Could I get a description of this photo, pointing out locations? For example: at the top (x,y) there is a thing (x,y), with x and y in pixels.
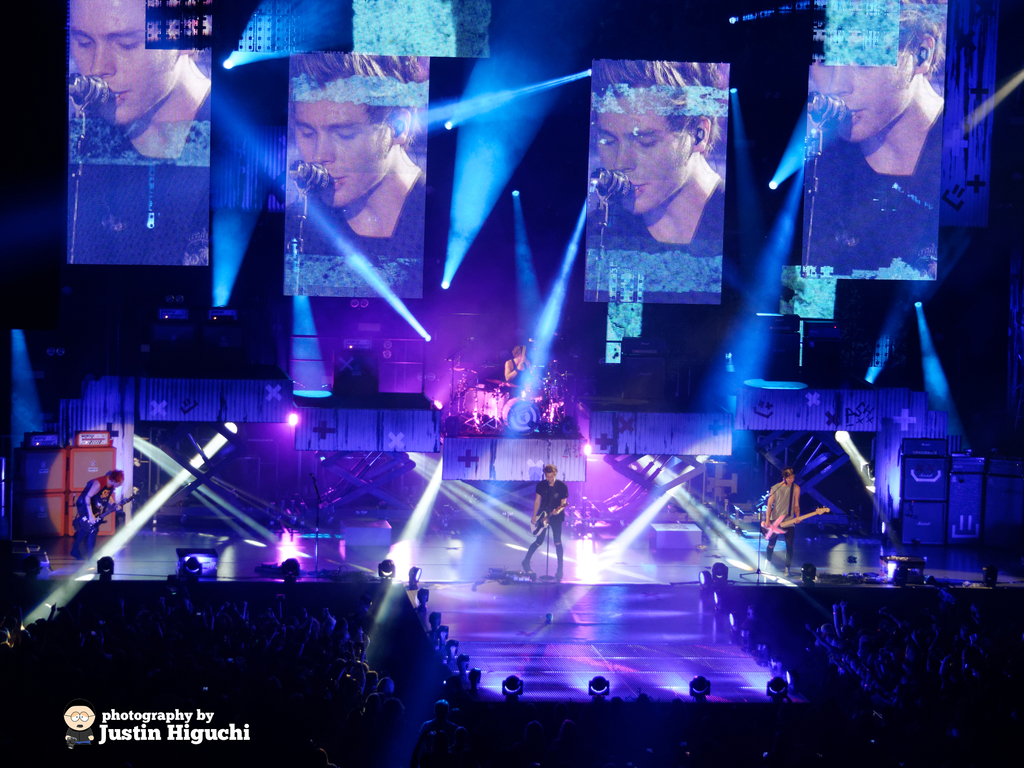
At the bottom of the image (285,657) there are many people (287,668) standing. In front of them there is a stage (522,626). On the stage (522,626) there are lights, speakers (54,526) and also there are three men (779,505) standing and holding musical instruments (775,538) in their hands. Behind them there are few musical instruments (487,398). In between them there is a man (523,350) sitting. Behind them there are screens (907,257) and also there are lights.
